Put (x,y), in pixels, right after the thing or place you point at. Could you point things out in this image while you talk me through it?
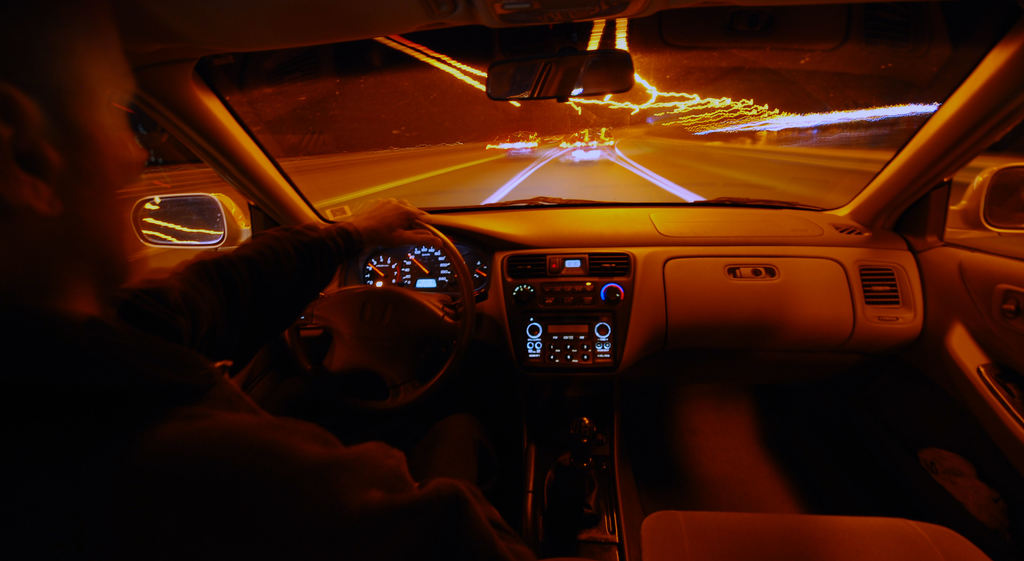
This picture is taken inside a vehicle (477,317). There is a person (12,275) holding the steering (380,351). Few vehicles (575,150) are on the road (527,185). Behind the steering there is a meter indicator (418,266).
